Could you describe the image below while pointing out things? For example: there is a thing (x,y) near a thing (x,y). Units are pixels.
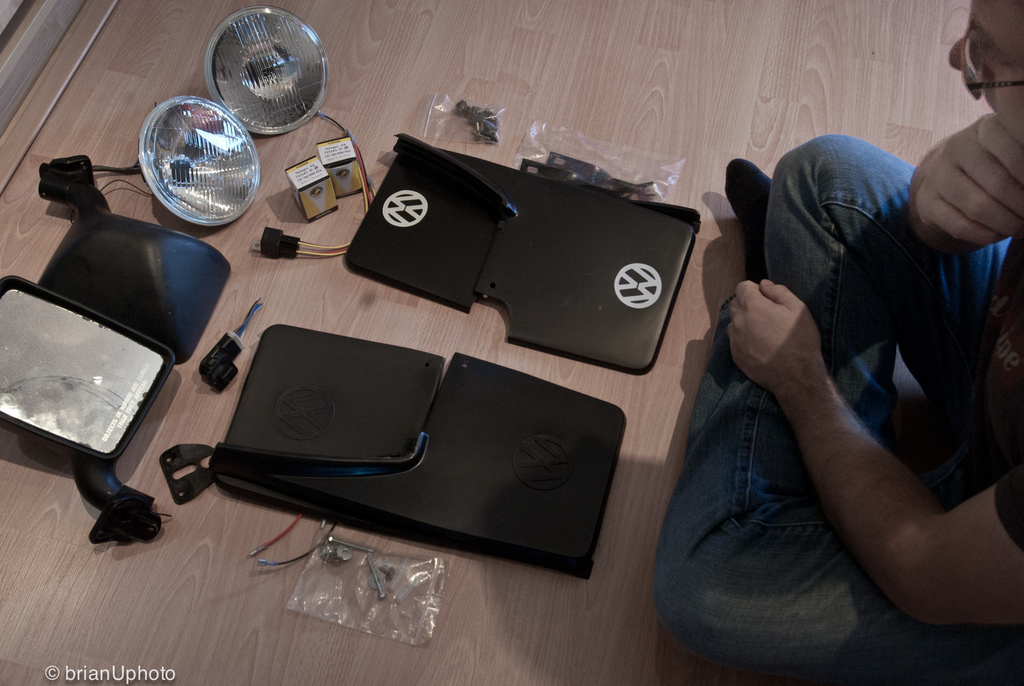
In this image we can see a person (761,305) sitting on the floor (663,343), in front of them, we can see the lights (238,114) and some other objects (410,374).
